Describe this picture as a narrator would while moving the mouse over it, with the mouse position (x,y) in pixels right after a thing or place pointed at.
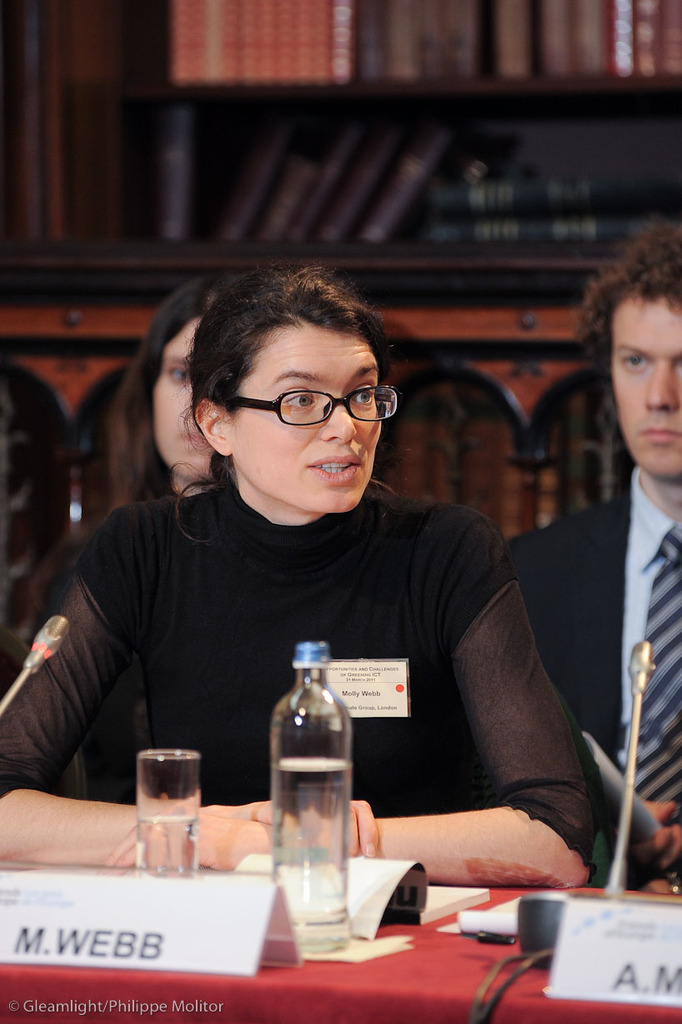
In this picture we can see some persons (664,817) sitting on the chairs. This is table (447,986). On the table (413,978) there are bottle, glass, and book (432,919). On the background (452,143) there is a rack (457,96).
